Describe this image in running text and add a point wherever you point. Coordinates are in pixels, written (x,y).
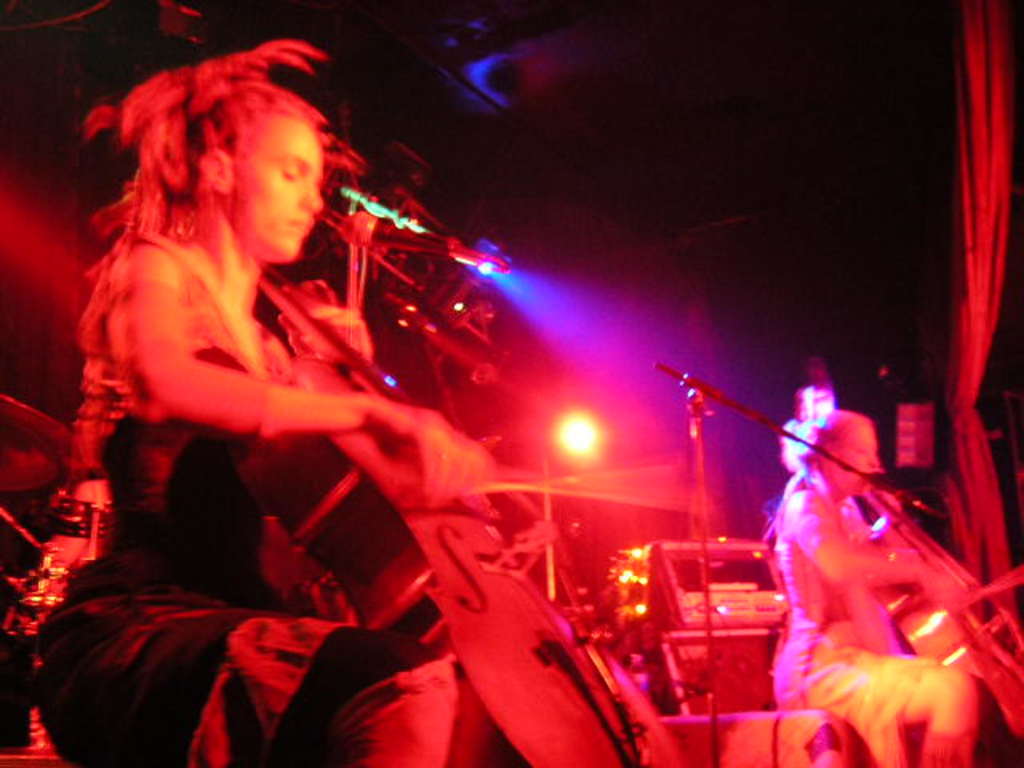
There are group of people (253,404) playing music.
